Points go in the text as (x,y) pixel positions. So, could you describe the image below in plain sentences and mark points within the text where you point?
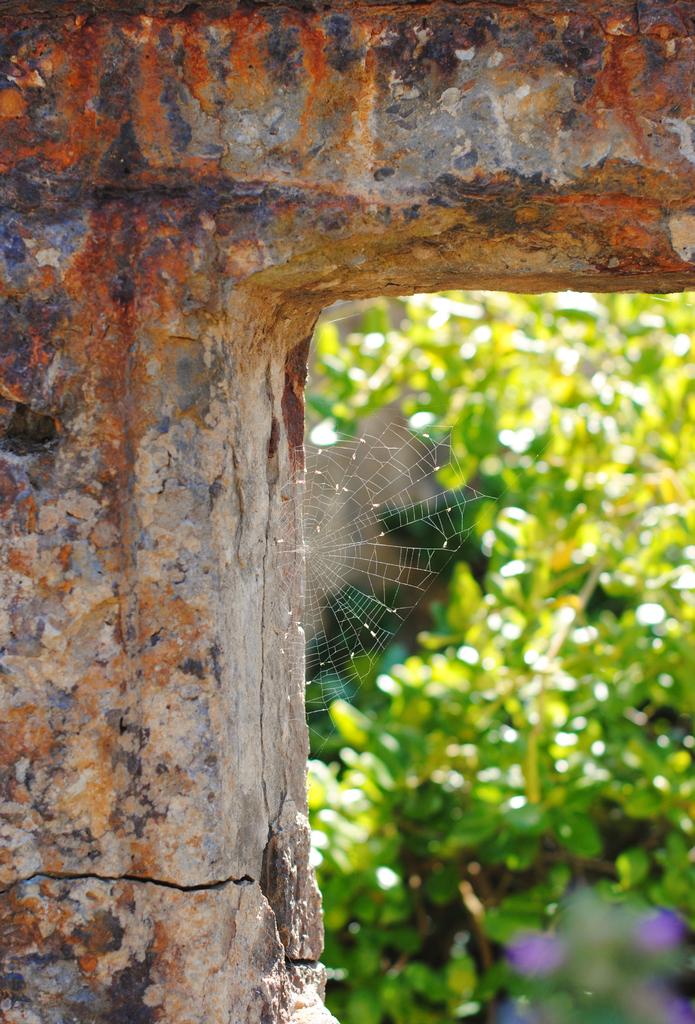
In this image I can see there is a pillar (233,20), there is a spider web (385,531) and in the background (449,754) there are a few plants (527,423) and it is blurred.
